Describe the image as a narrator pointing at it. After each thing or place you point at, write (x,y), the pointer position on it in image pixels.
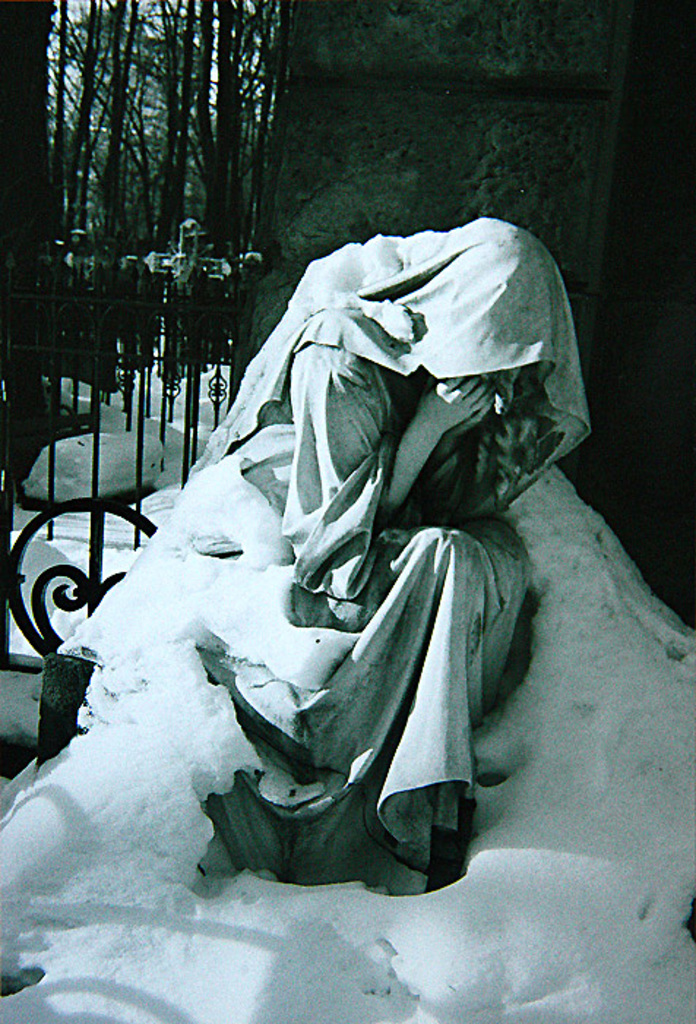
In this image there is a sculpture (497,341) of person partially covered with snow (172,587) behind them there is a fence (99,389) and trees (224,31).
